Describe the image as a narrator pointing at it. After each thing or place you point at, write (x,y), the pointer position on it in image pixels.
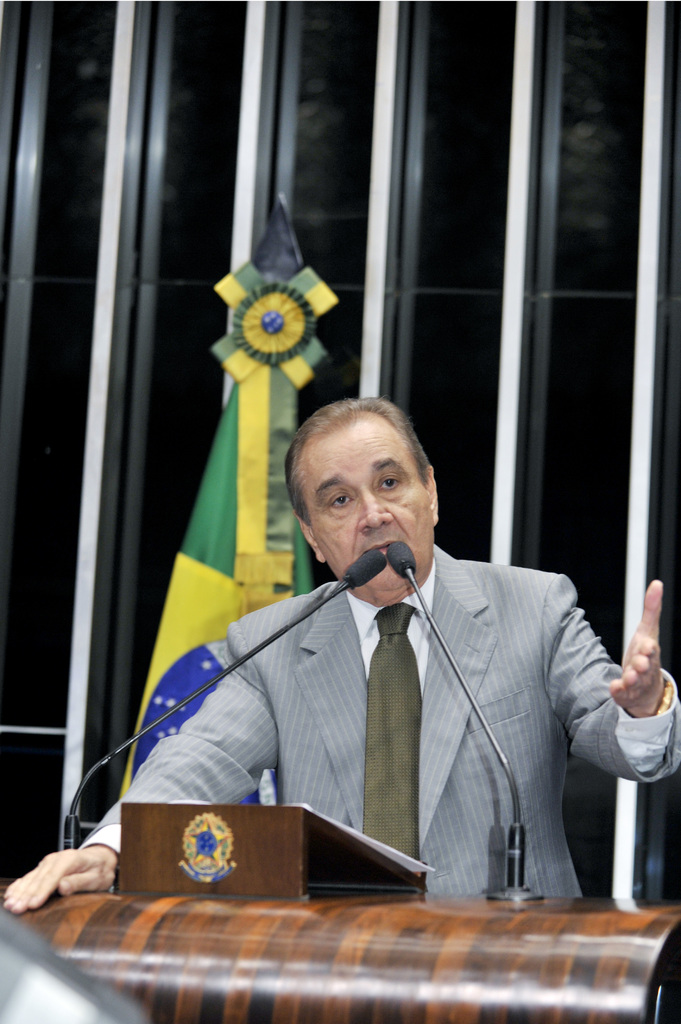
In this image there is a man (346,515) standing and talking, there is a podium (390,920) towards the bottom of the image (381,934), there is a paper (387,853) on the podium (366,863), there is an object (79,997) towards the bottom of the image (11,1009), there are microphones (397,553), there is a flag (209,556), at the background of the image (42,390) there is a wall (394,174).
